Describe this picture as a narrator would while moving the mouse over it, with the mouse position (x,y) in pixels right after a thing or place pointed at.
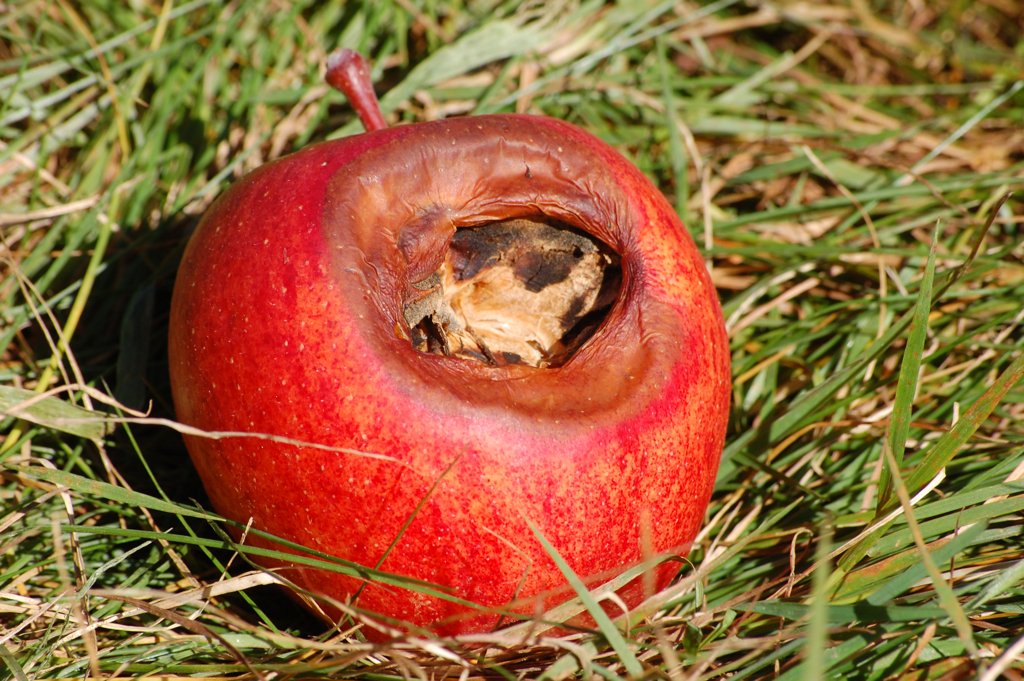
In the center of the image (394,274) we can see an apple (427,308) on the grass (48,196).
